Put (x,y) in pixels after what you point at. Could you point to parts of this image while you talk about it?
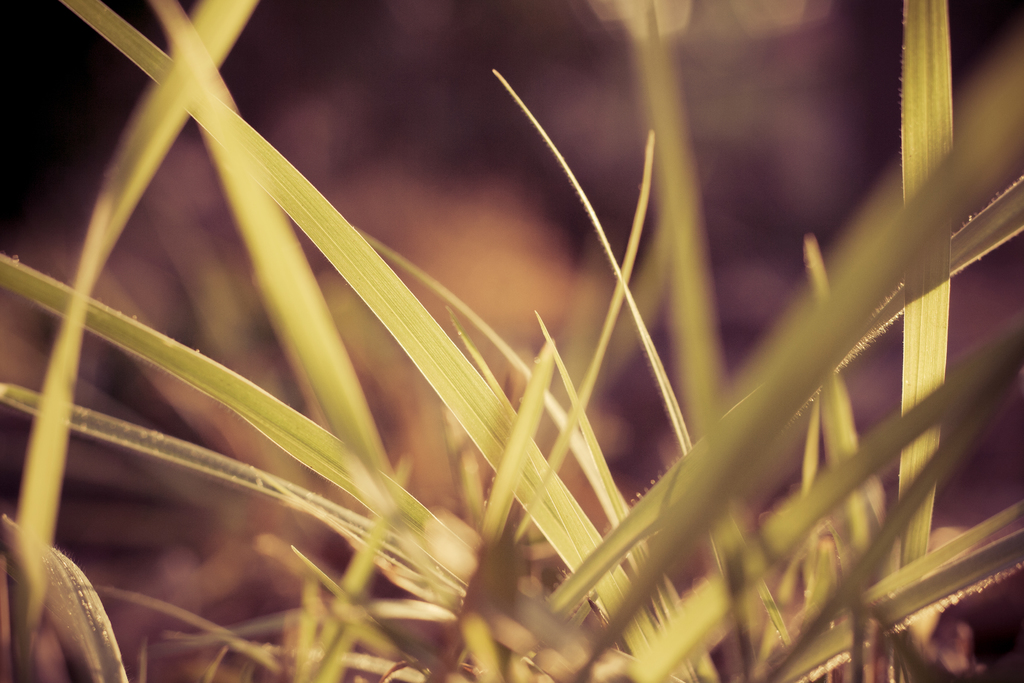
In the foreground of the image (292,324) there are leaves (434,357).
